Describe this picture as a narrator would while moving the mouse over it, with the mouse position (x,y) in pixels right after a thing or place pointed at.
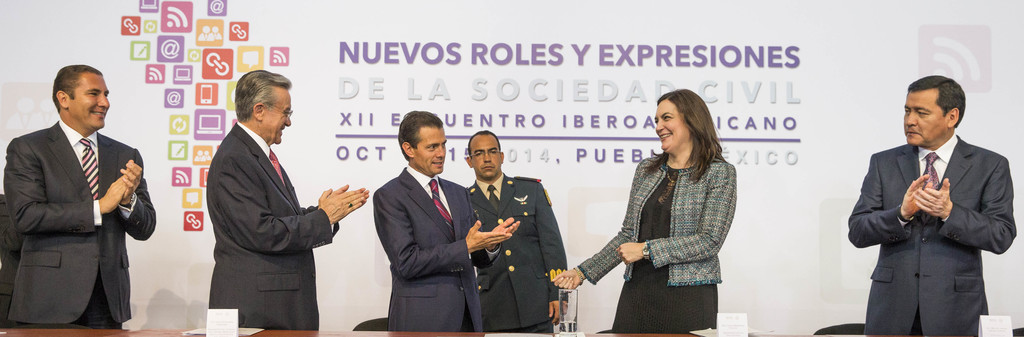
In this image we can see some group of persons (39,158) standing and applauding, there are some water glasses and boards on table (301,334) and in the background of the image (488,79) there is white color sheet (170,255) on which there is some text (649,122).
